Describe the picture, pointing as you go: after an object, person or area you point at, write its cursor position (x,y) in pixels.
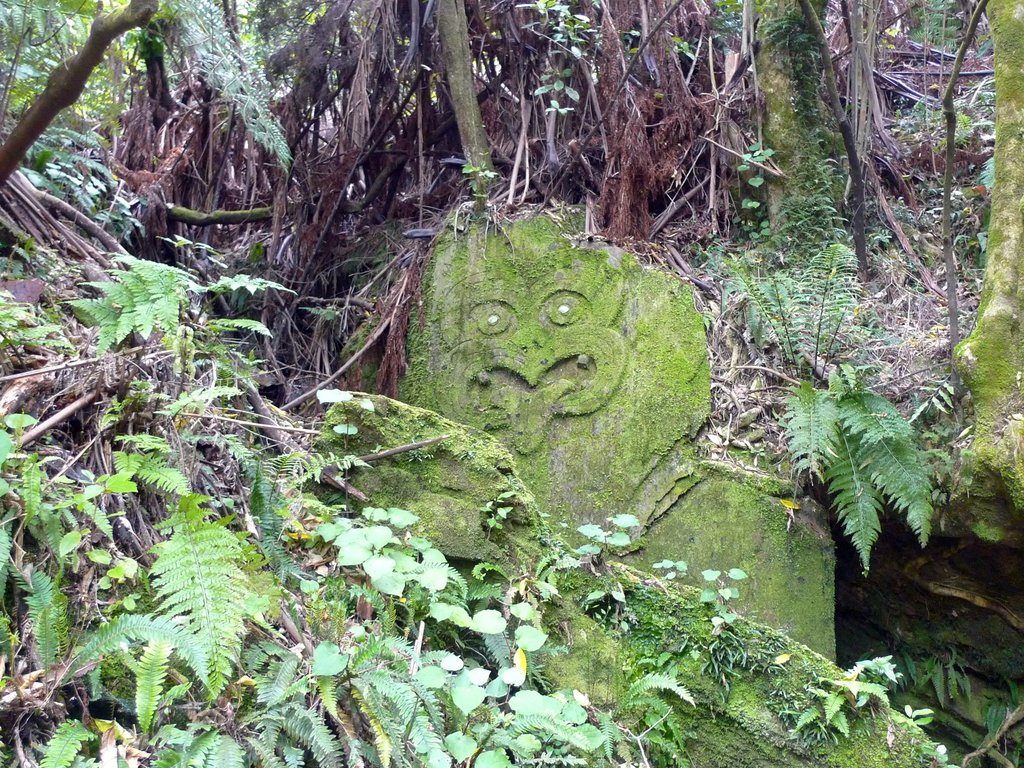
In the image there is a stone idol (641,341) in the middle (483,399) with plants (429,702) and trees (1022,270) on either side of it.
